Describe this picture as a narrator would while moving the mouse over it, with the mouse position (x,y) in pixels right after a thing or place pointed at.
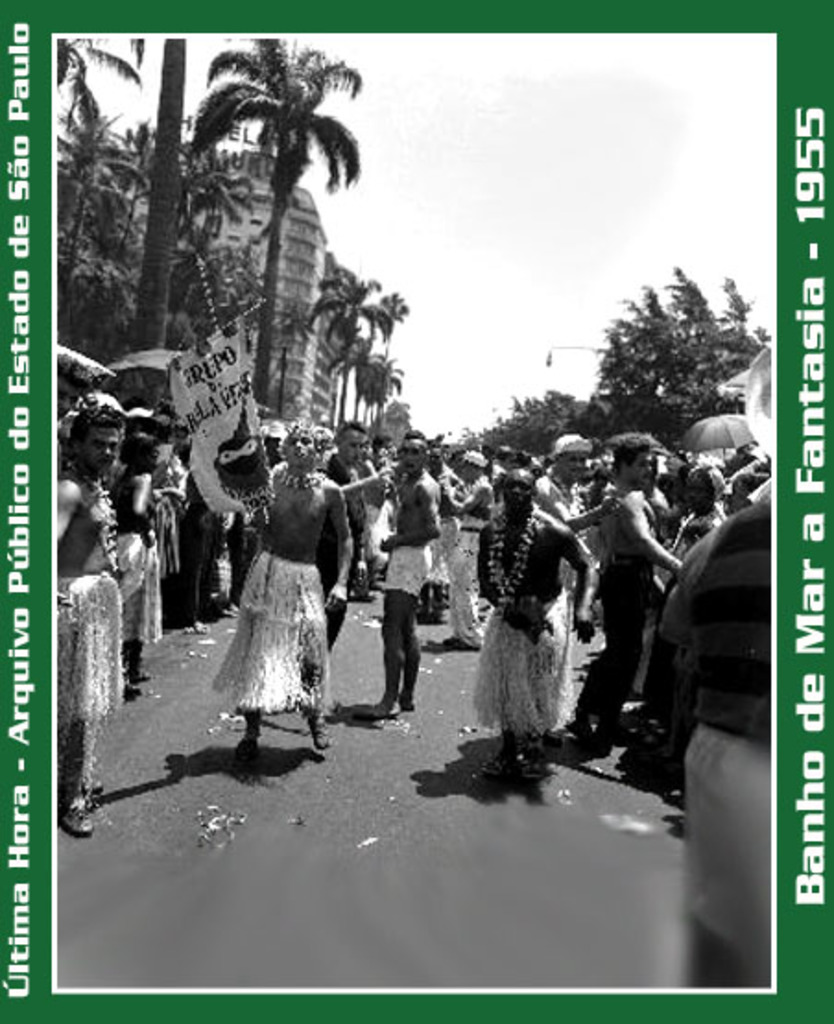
There is a poster (221,921) having an image (657,422) and white color texts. In the image, there are persons (766,590) on the road (510,782). In the background (516,370), there are trees (673,347), buildings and there are clouds (492,131) in the sky (385,121). And the background of this poster (286,2) is green in color.
